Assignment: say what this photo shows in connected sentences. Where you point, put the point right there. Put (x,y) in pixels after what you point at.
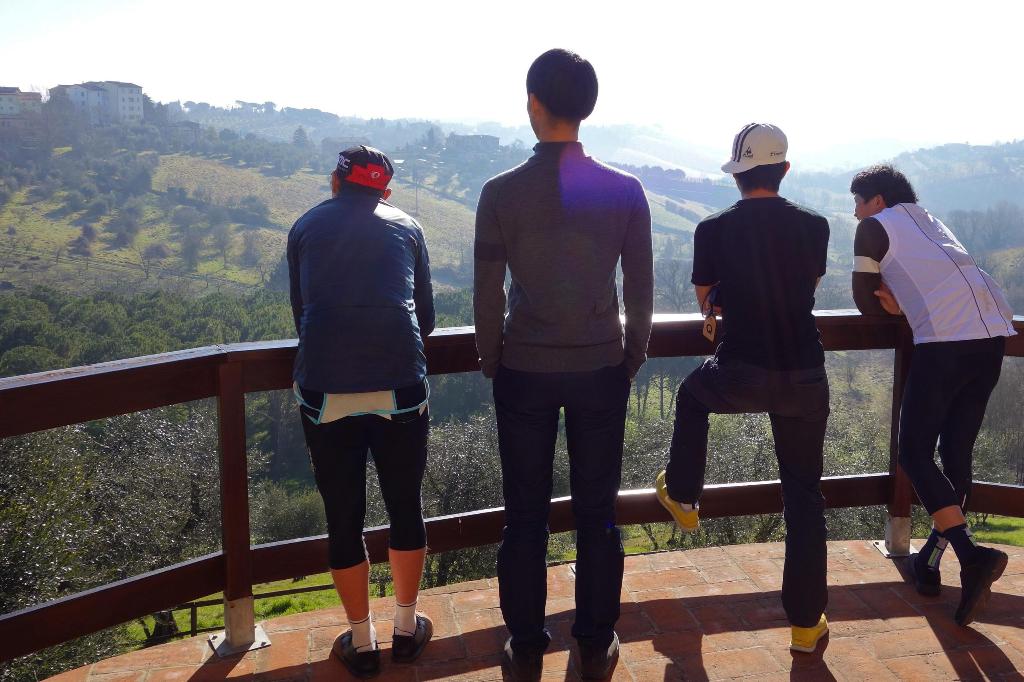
In this image I can see few persons (559,311) wearing pants (600,459), shirts (565,265) and footwear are standing and I can see the railing (123,396). In the background (107,195) I can see the ground (164,213), few trees (135,222), few buildings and the sky (445,54).
